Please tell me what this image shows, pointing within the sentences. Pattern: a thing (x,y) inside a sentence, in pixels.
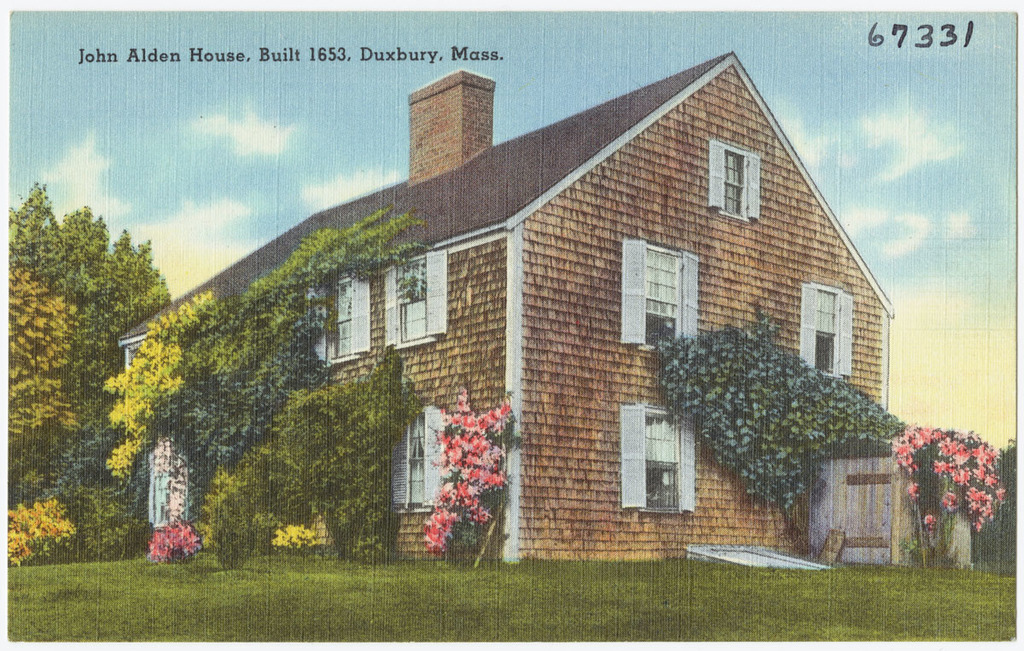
In this picture, it looks like a photo of a house (431,371). On the left (317,360) and right side of the house (483,330) there are trees (178,356) and grass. Behind the house (545,254), there is the sky (797,136). On the photo, there are words (265,48) and numbers (923,37).
